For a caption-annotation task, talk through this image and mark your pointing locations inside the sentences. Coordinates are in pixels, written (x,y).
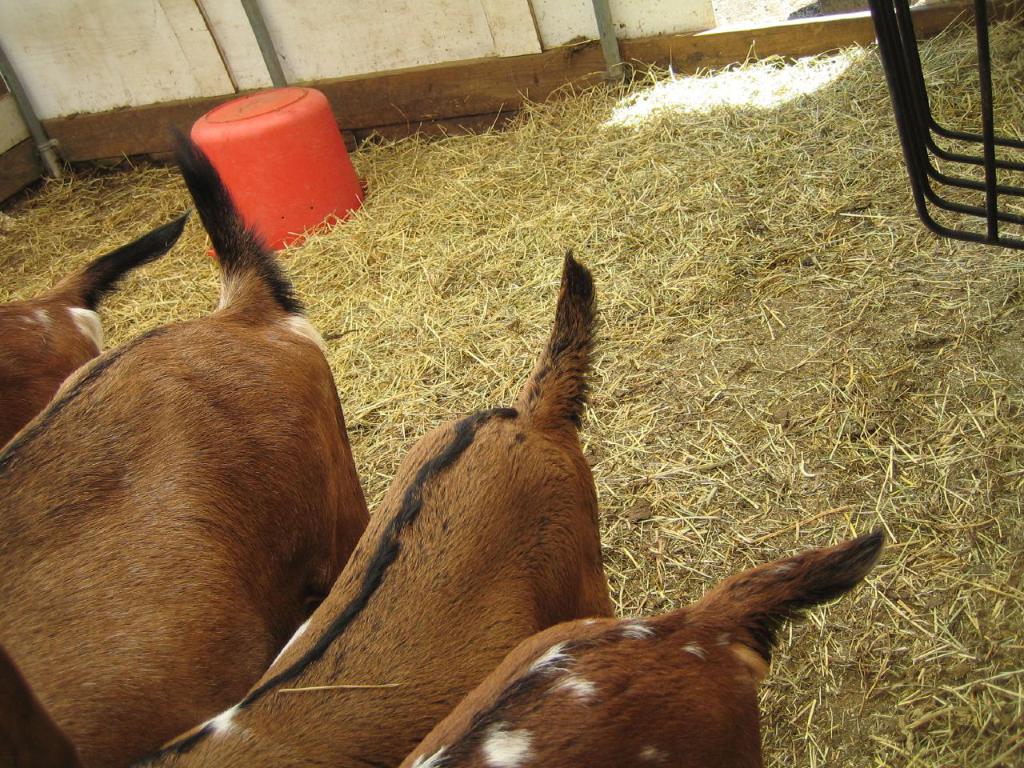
In the background (948,14) we can see the wall (591,16). In this picture we can see objects (988,17), dried grass (406,191) and red tub (362,194). We can see the partial part of animals (273,598).
